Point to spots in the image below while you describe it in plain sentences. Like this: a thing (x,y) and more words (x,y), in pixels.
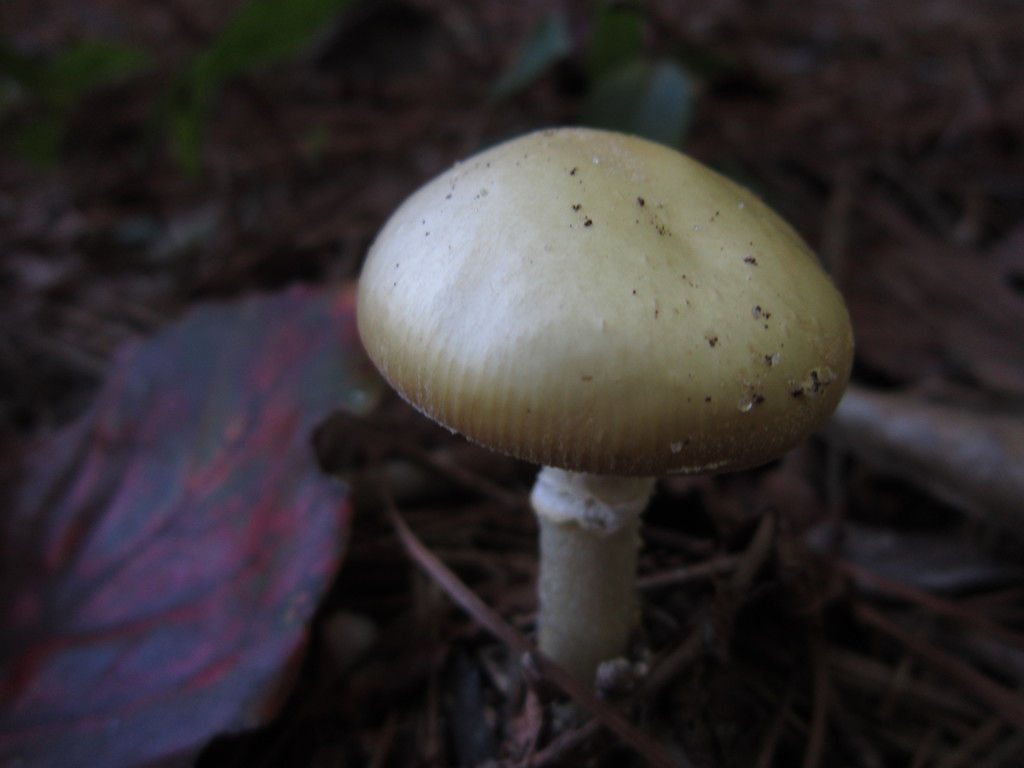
In this image, this is a mushroom (585,524). I can see a leaf (205,554). The background (193,158) looks blurry.
